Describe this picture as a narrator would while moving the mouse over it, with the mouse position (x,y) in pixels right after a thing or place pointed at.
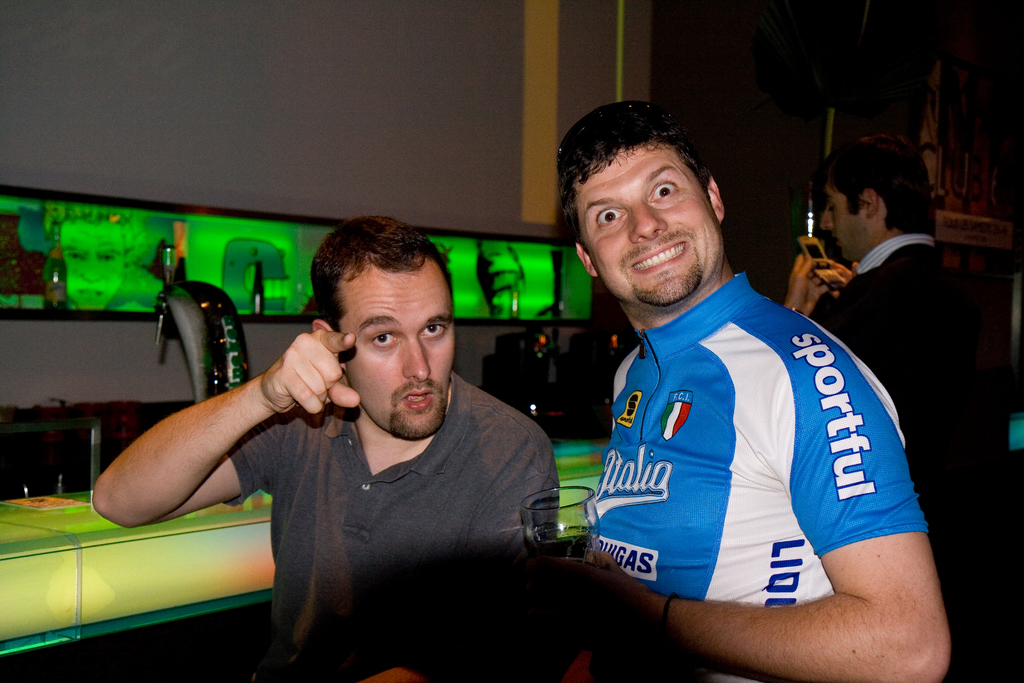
In this picture I can see three men (719,504), on the left side (23,263) those look like the electronic displays (110,305) with the lights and there are machines (578,368).
